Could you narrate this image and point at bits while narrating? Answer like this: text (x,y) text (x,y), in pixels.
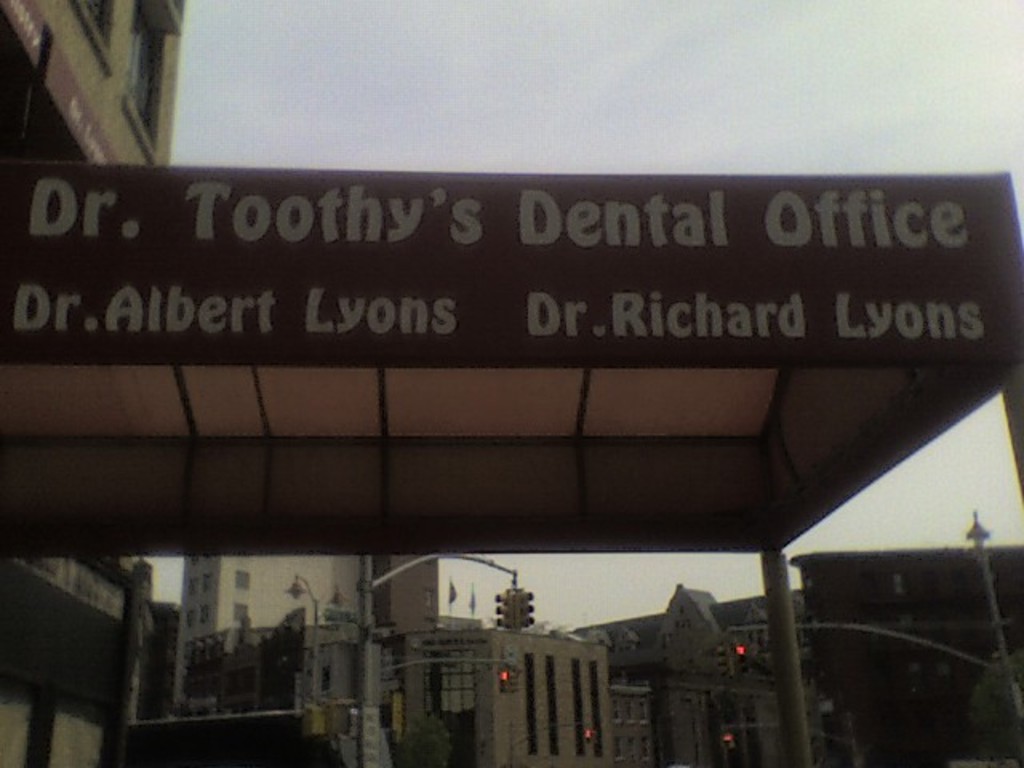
There is a shed (407,385) with pillars (782,646). Also something is written. In the back (422,569) there are buildings (455,643) with windows (551,693), traffic lights (518,606) with poles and sky (577,85).
